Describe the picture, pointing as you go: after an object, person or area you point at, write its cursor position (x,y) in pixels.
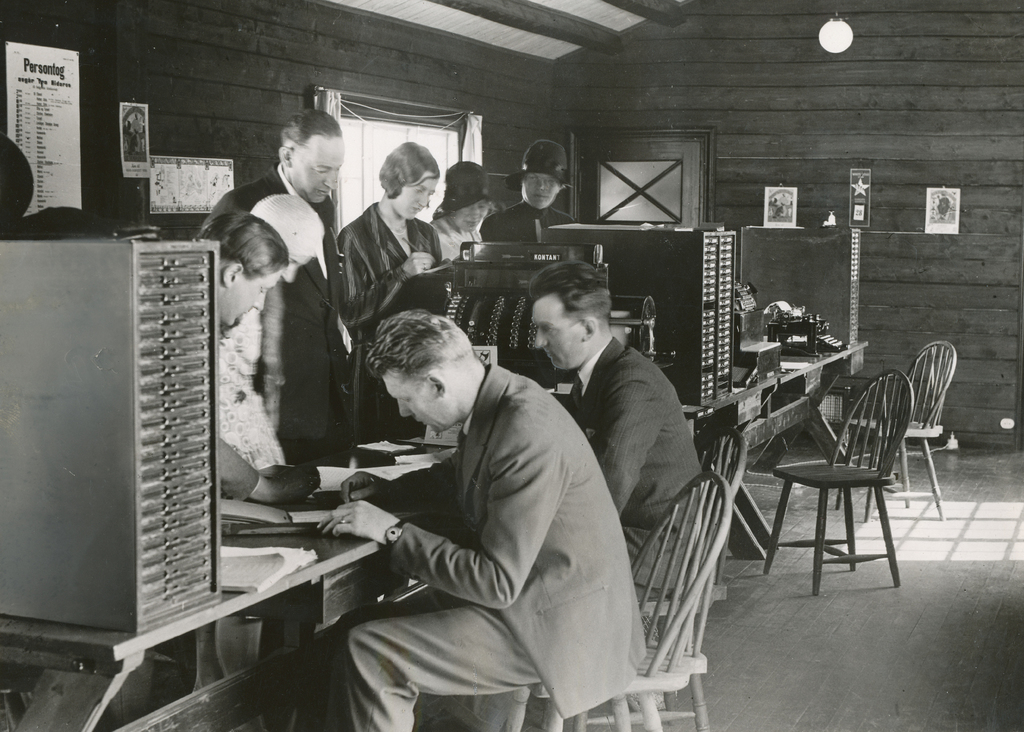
This picture describes about group of people (520,431), few are seated on the chair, and few are standing, in front of them we can find couple of electrical items (179,295) and books (345,474) on the table (276,543), in the background (20,68) we can see couple of wall posters (141,135) on the wall (223,130), curtains (324,90) and a light (837,26).
